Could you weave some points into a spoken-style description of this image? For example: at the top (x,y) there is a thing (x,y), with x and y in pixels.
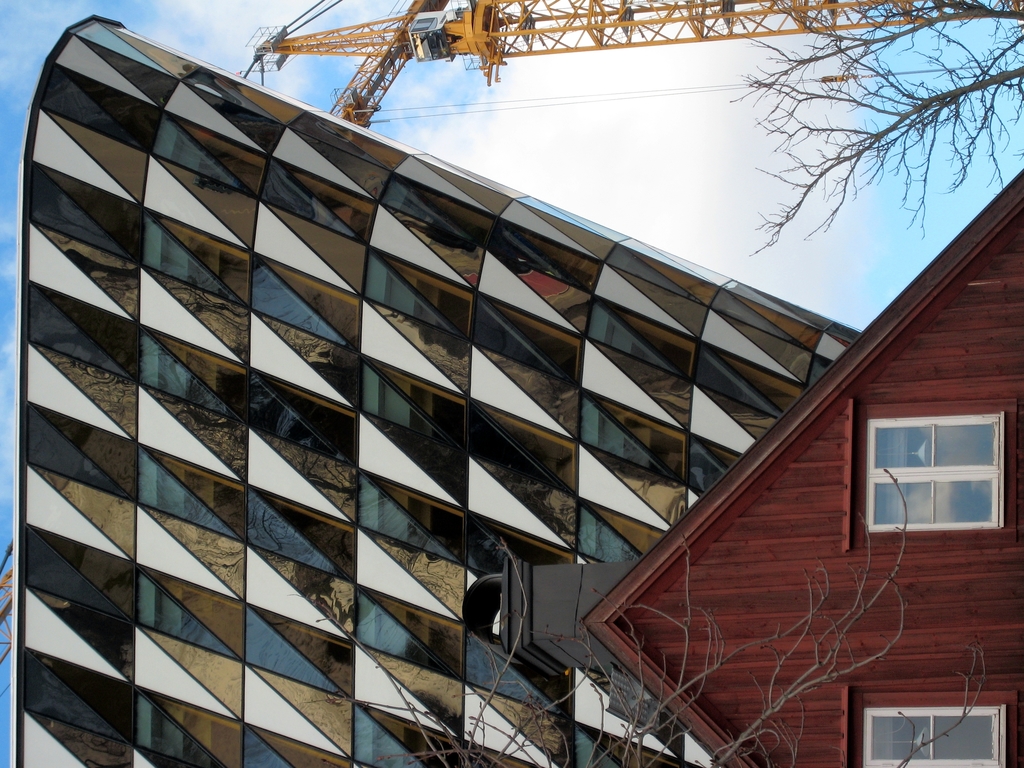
This picture shows a house (697,504) and a building (478,565) and we see a couple of trees (482,732) and a crane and we see a blue cloudy sky (622,144).
